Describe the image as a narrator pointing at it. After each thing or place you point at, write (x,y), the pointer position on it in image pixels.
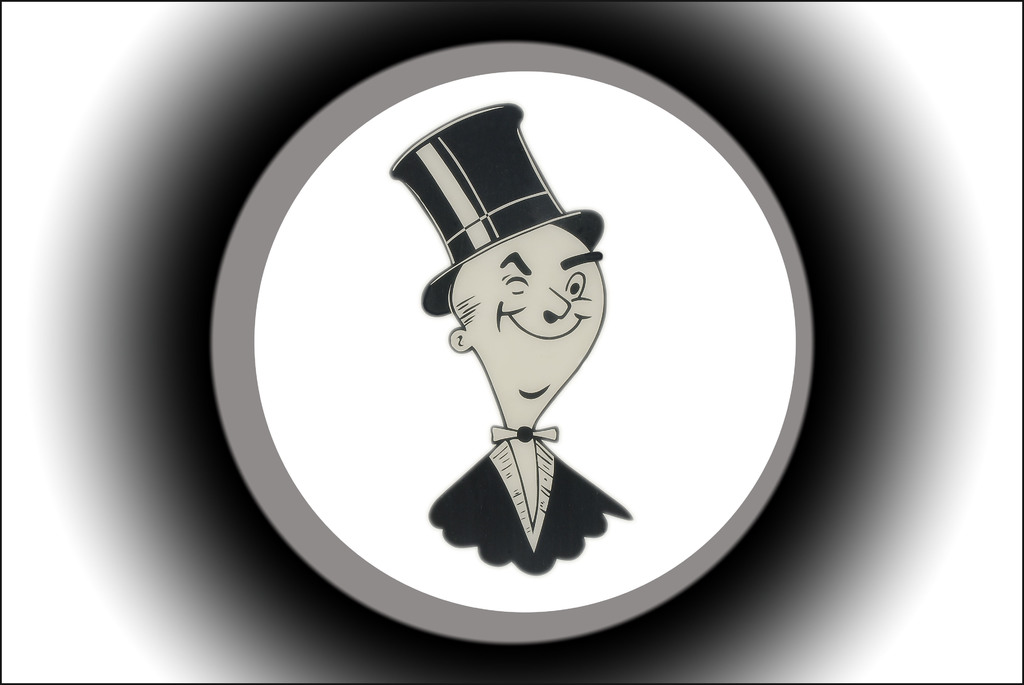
In this image I can see an animation picture which is white, black and ash in color. I can see a person (512,488) wearing black colored dress (499,486) and black colored hat (485,185) is smiling.
